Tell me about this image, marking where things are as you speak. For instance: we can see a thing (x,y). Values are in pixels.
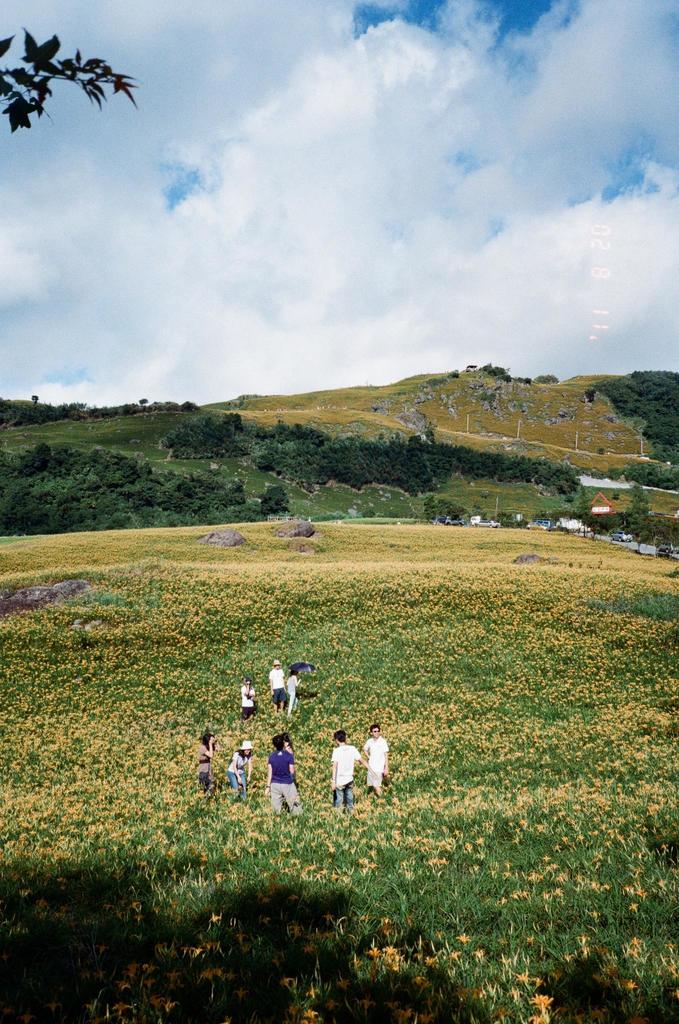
In the image in the center (278,673) we can see few people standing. And we can see plants (285,858) and flowers (176,668). In the background (191,165) we can see sky (626,314), clouds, trees (591,516), building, plants (309,401), grass (329,397), fence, stones (530,557) etc.
